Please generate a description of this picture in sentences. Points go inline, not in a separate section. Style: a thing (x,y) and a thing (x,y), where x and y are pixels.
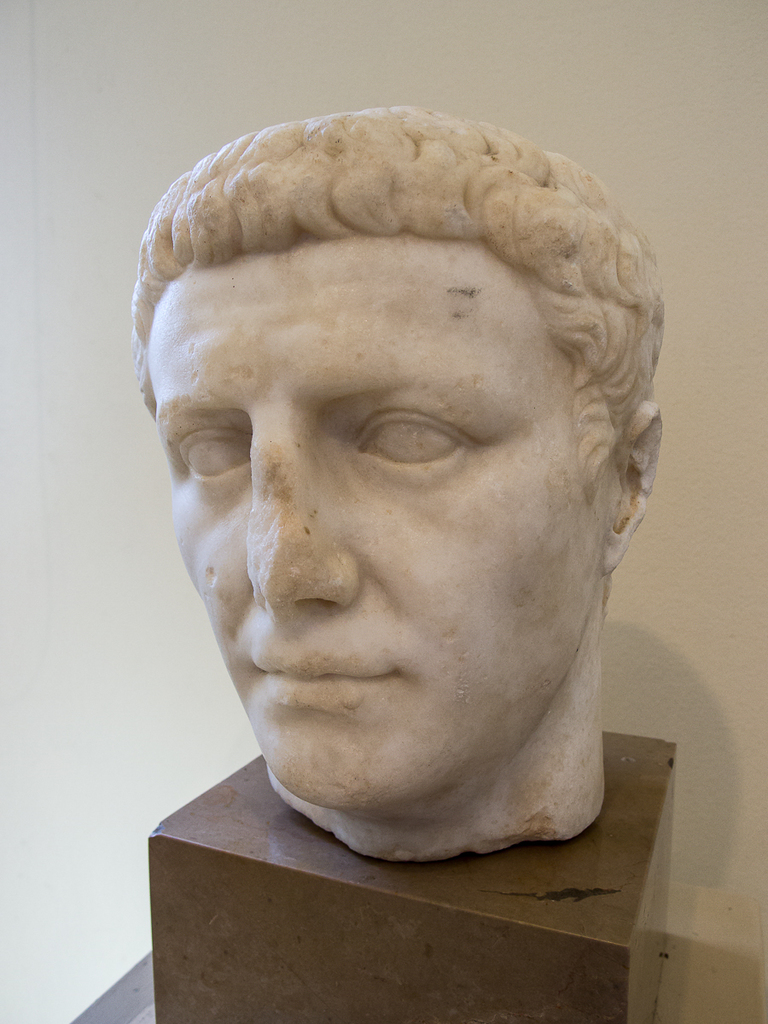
In this image we can see a sculpture (397,735) placed on the stand (478,859). In the background (679,503) there is a wall (152,499).
